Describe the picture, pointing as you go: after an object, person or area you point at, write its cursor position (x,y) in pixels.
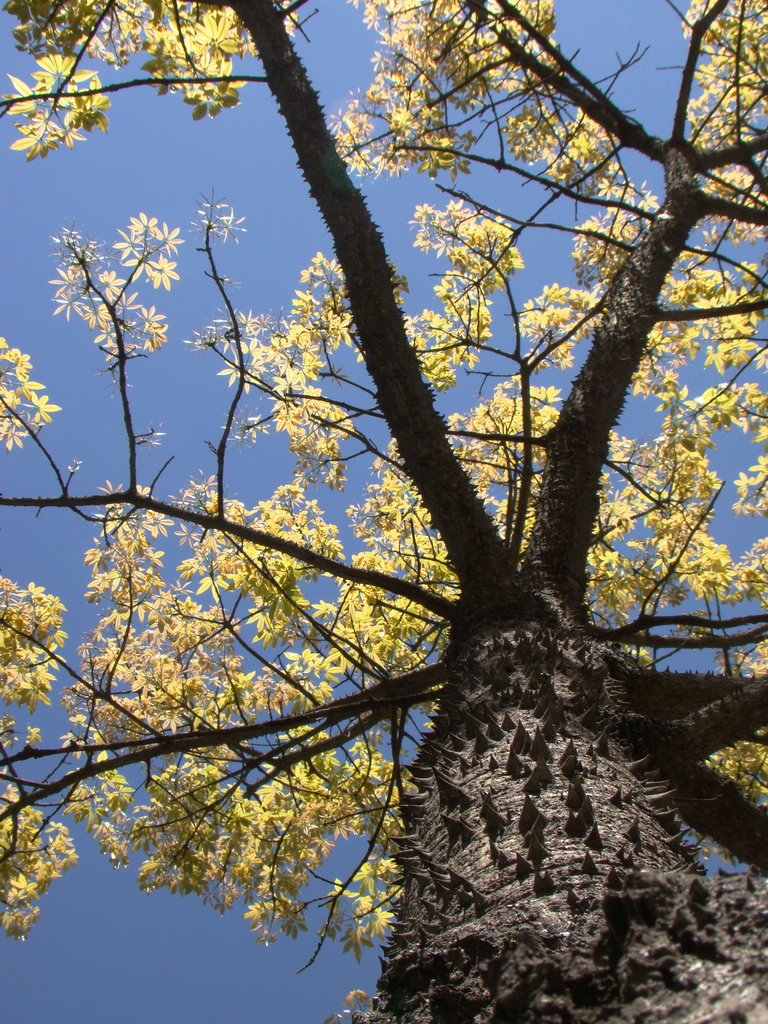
In this image I see a tree (404,1003) on which there are branches (714,199) and on the branches (646,261) I see stems (175,698) on which there are leaves (357,155) which are of yellow in color and in the background (32,524) I see the blue sky (23,242).
